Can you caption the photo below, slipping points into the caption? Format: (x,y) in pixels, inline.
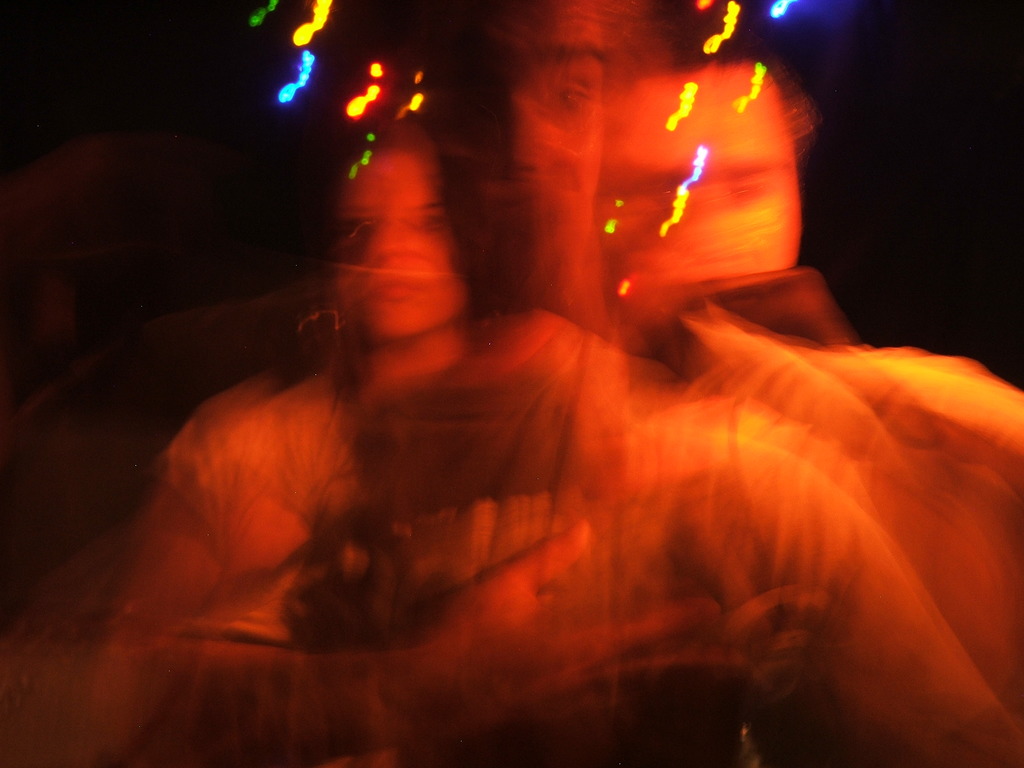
This looks like an edited image. I think there are three people (489,480). These are the lighting's (366,100). The background (90,286) looks dark.
